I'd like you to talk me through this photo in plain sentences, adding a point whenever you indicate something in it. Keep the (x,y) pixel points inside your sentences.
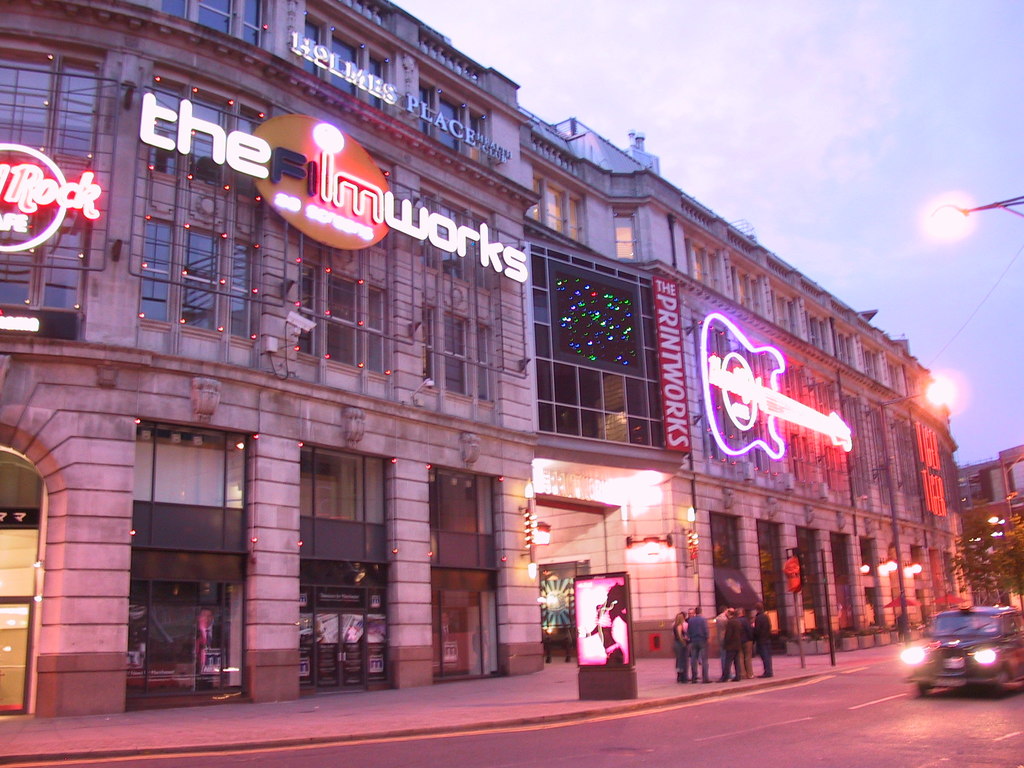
In the picture we can see a building (41,432) with a window (135,629) and shops (165,522) to it and a light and near to it there is a path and some people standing on the path (856,656) and we can also see a street light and in the background (816,275) we can see a sky (940,274).
